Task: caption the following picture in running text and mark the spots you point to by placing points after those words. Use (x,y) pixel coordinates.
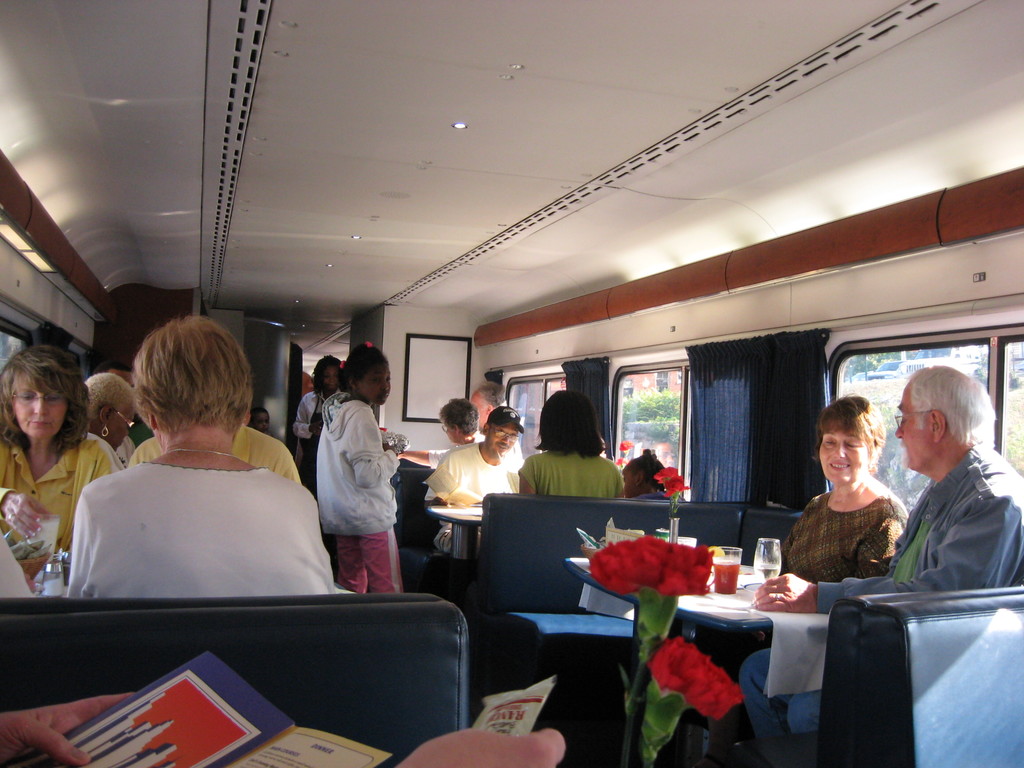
This is the picture of a vehicle (656,362). In this image there are group of people (547,454) sitting and there are two persons (378,378) standing. There are flower vases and glasses (733,587) on the table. There are curtains (806,458) at the windows (888,416). Behind the windows (672,418) there are trees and vehicles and there is a building (668,381). At the back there is a frame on the wall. At the top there are lights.
